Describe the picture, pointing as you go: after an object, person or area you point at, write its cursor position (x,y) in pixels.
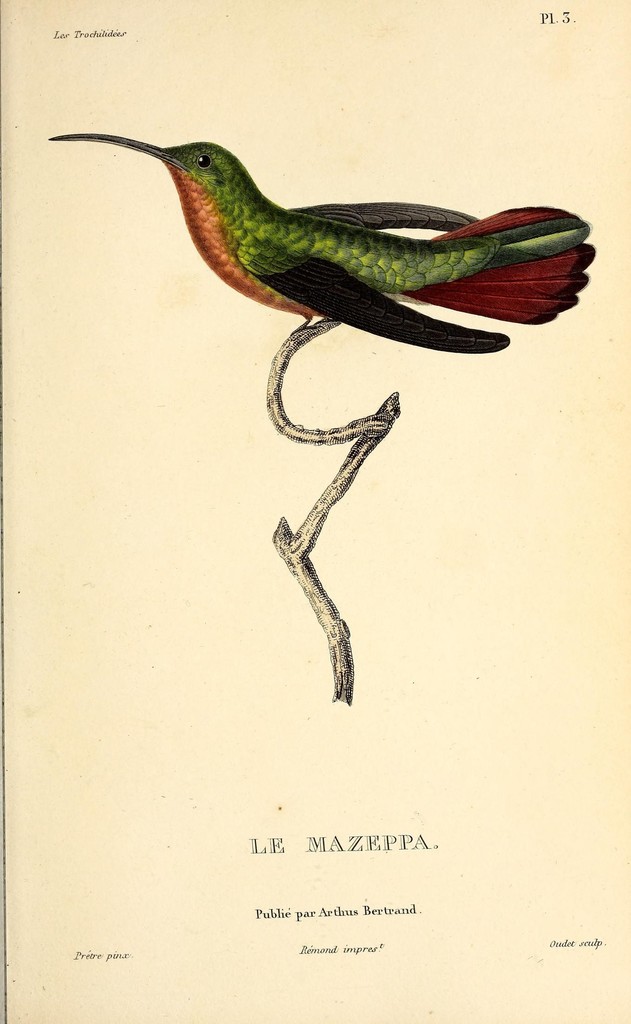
In this picture we can observe a sketch (259,241) of a bird (250,278) on the paper (114,335). The bird (426,283) is on the branch (339,659) of a tree (337,693). We can observe green, orange and maroon colors on the bird (266,266). We can observe black color text (272,842) on this paper (157,638).
